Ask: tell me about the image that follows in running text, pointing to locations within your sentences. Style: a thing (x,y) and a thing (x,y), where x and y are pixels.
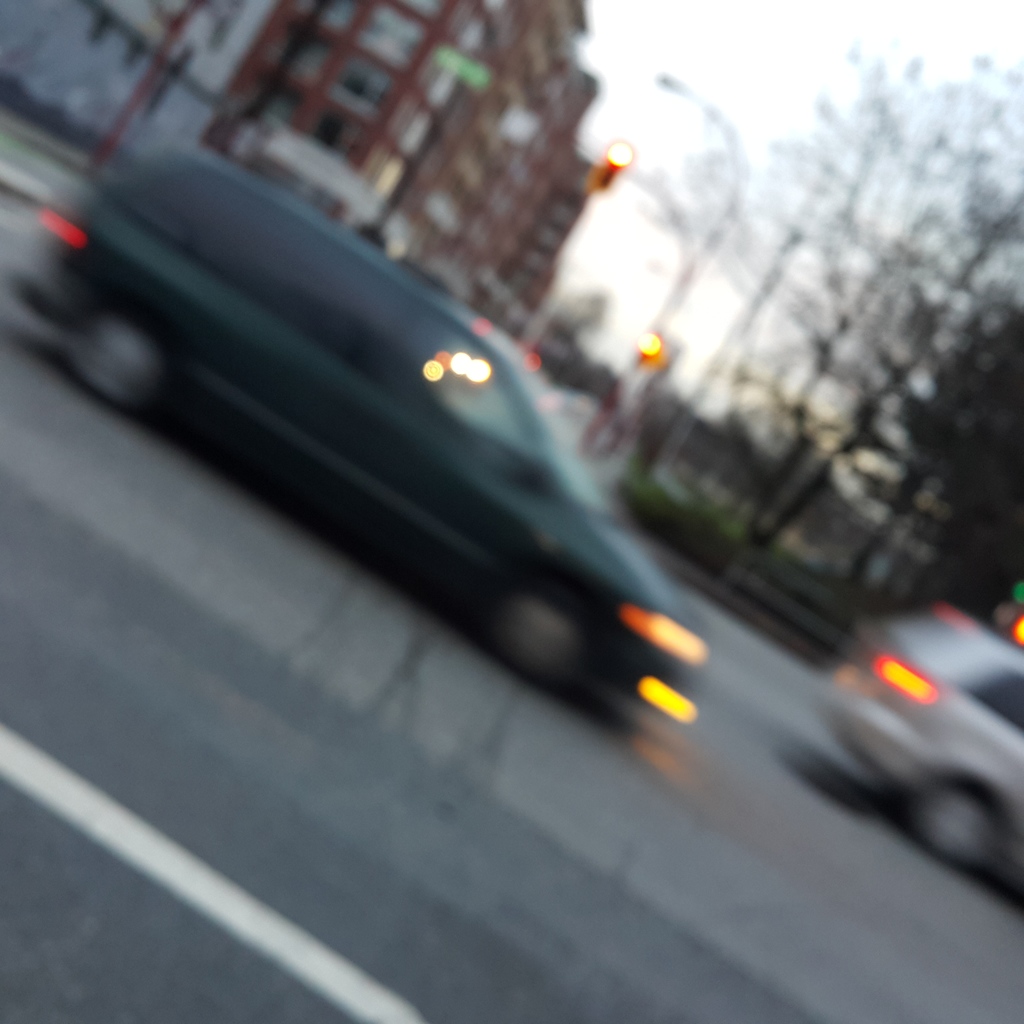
In the middle of the image (541,381) there are some vehicles (528,369) on the road (1011,925). Behind the vehicles (449,313) there are some trees (856,320), poles (173,24), traffic lights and buildings (505,87). In the top right corner of the image (797,168) there is sky (944,71). Background of the image (978,442) is blur.
